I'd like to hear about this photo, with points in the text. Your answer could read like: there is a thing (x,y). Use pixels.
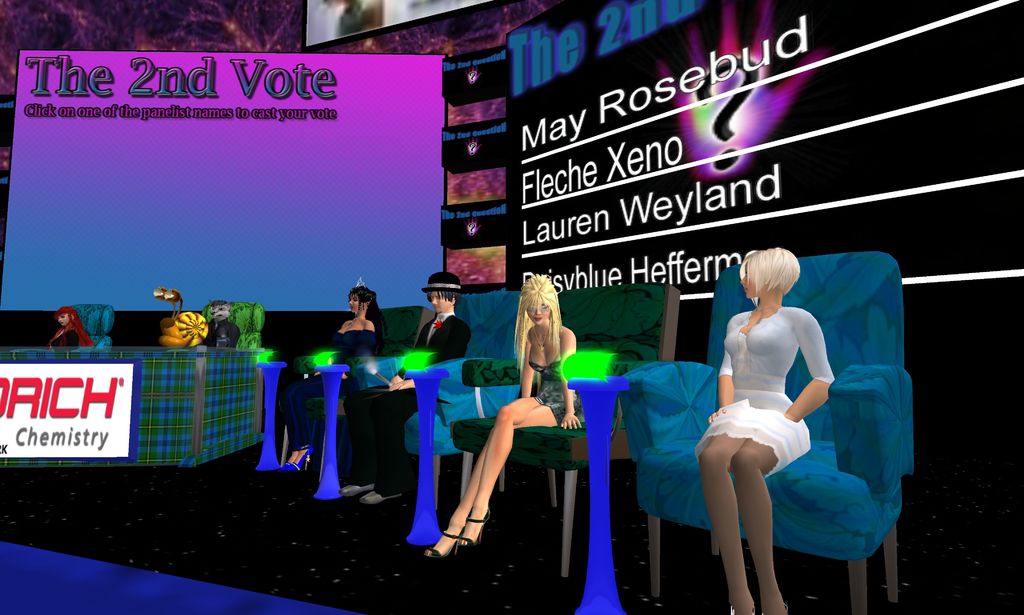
In this image I can see few cartoon person (386,406) sitting and they are wearing multi color dresses (745,321), background (736,201) I can see few screens (746,216) in black, pink and blue color.
